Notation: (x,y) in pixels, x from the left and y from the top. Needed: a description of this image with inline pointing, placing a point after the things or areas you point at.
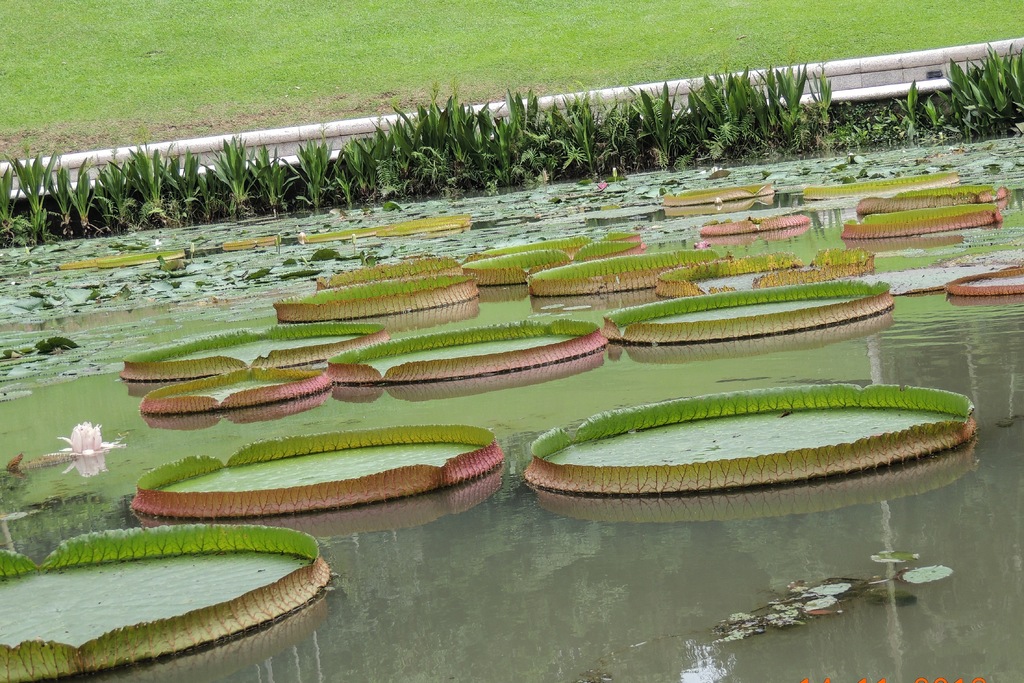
In this picture we can see green grass (526,39), plants (713,149), water (588,582), lotus flowers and lotus leaves (543,456).
